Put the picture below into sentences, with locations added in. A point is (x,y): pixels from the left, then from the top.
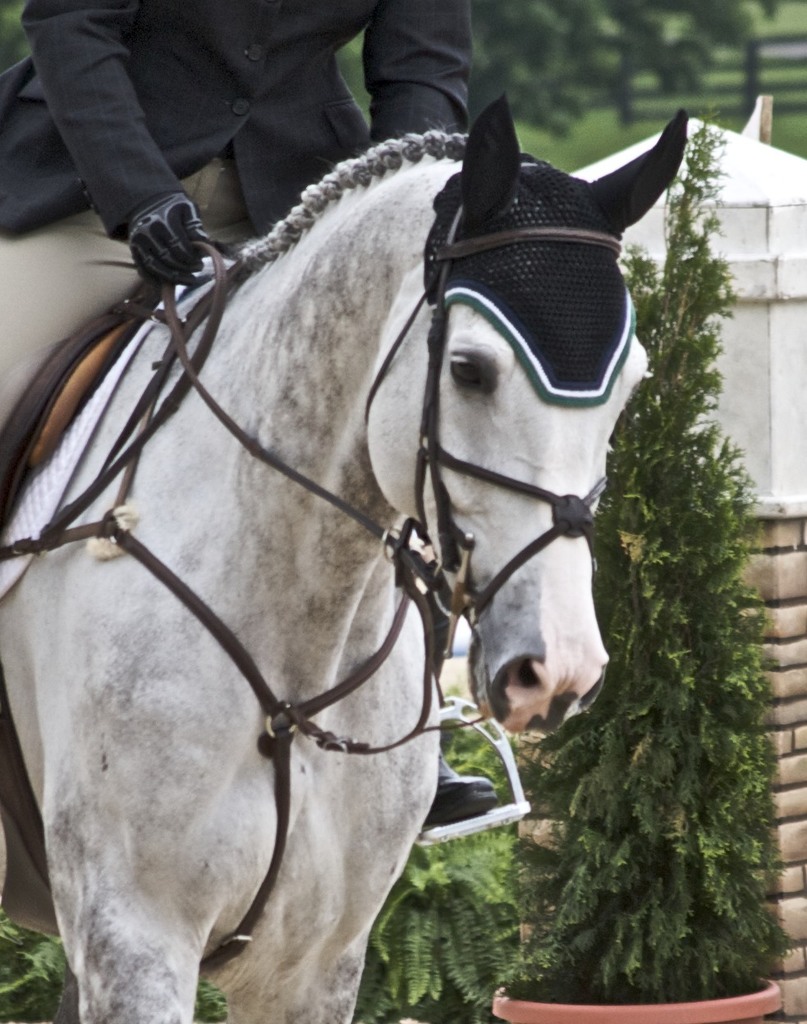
As we can see in the image there is a man (184,188) wearing black color jacket (178,132) and sitting on white color horse (288,594). There are plants (574,781) and a wall (776,490).
